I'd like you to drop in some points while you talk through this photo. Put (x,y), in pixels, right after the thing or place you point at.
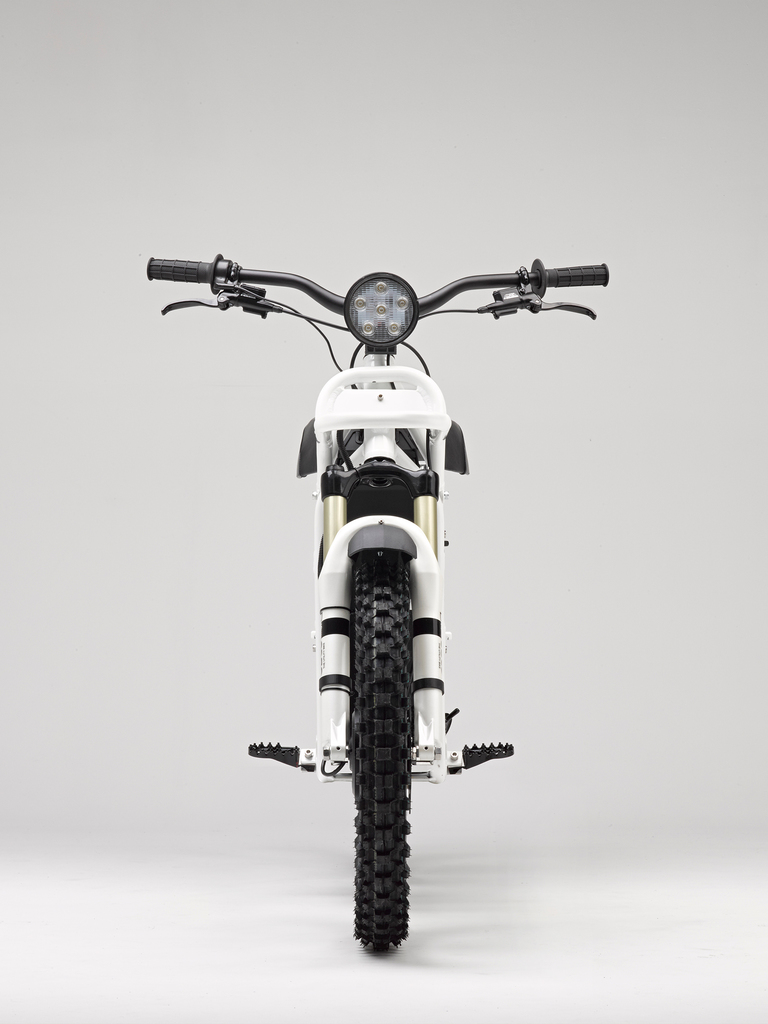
In this picture there is a motorbike (384,804) which is facing forward and the background (465,539) is white.
